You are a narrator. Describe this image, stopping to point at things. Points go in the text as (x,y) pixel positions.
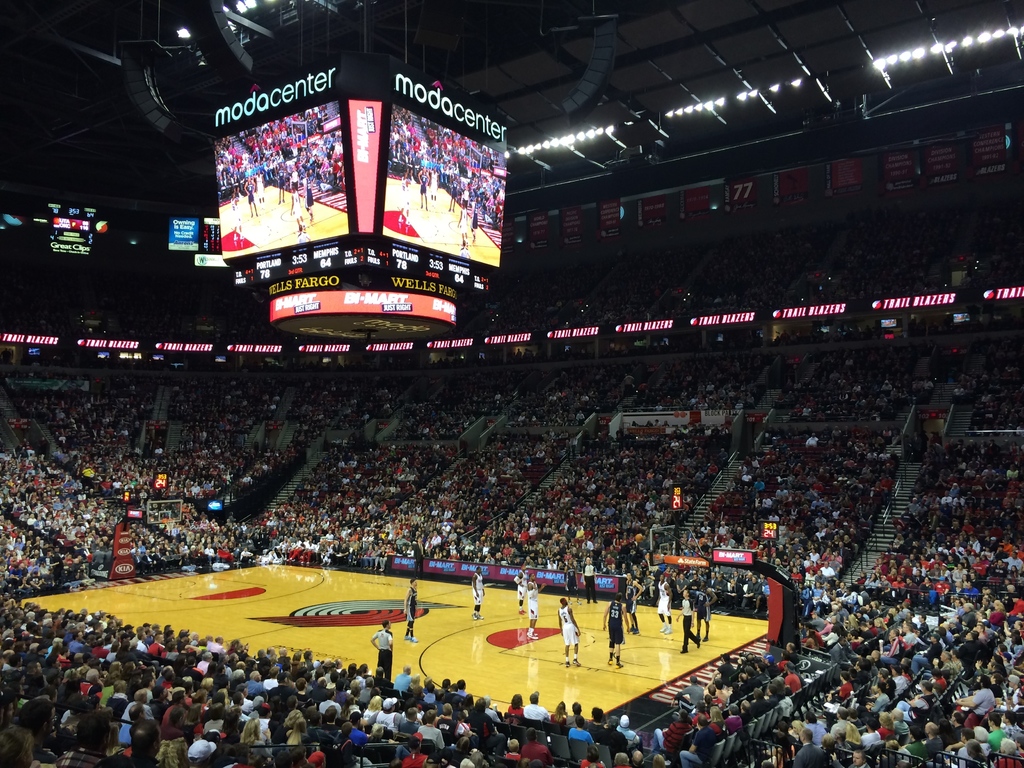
This image looks like a basketball stadium (136,428). There are many people (19,491) in this image. In the middle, there is a basketball court (527,642) and there are few people (530,607) playing the game. To the top (356,223), there are screens (345,218).
